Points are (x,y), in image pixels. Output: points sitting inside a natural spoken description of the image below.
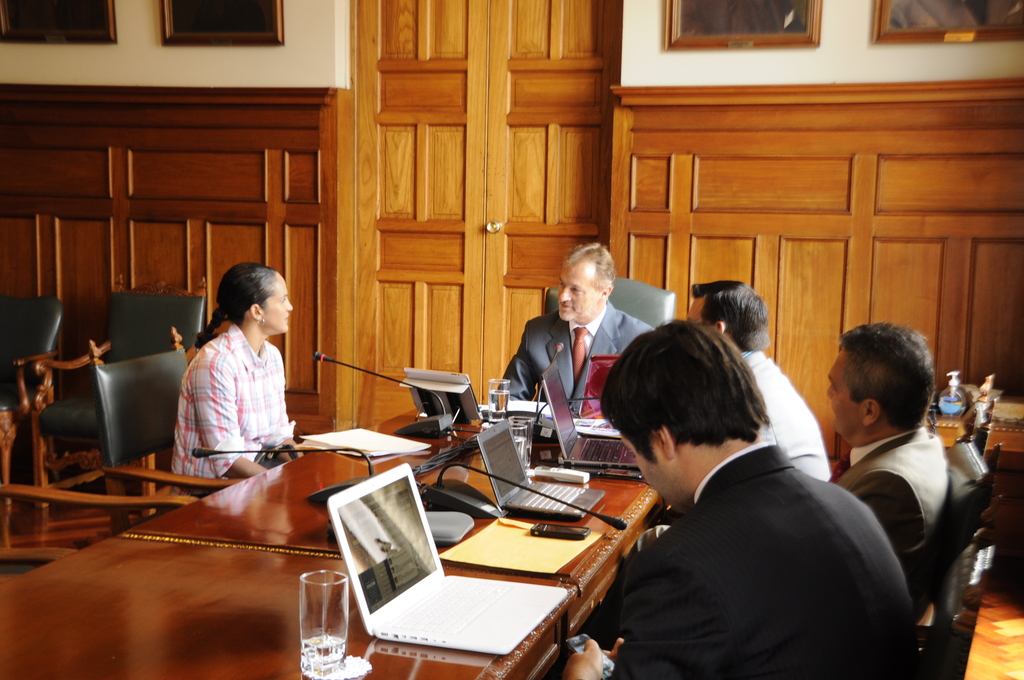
This picture is clicked inside. In the center (667,405) we can see the group of persons (667,387) sitting on the chairs (652,316) and there is a wooden table (255,668) on the top of which we can see the laptops (464,596), mobile phone (542,533), glasses of water (334,581) and many other objects (448,489) are placed. In the background (280,49) we can see the wall (325,35), picture frames (67,26) hanging on the wall (301,24), wooden door (467,93), chairs (976,410) and some other items (1006,445).
